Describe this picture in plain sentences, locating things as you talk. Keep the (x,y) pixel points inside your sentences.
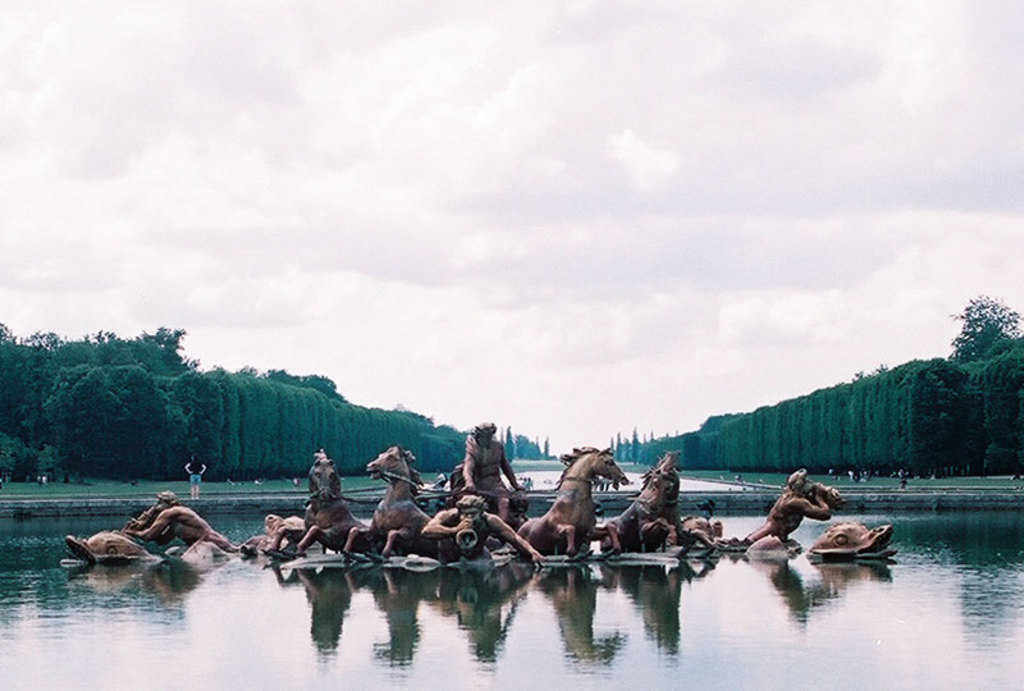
In the image there are sculptures (349,531) in the water surface (165,557) and behind the water surface (1003,517) there is grass (750,478) and trees (157,409).
